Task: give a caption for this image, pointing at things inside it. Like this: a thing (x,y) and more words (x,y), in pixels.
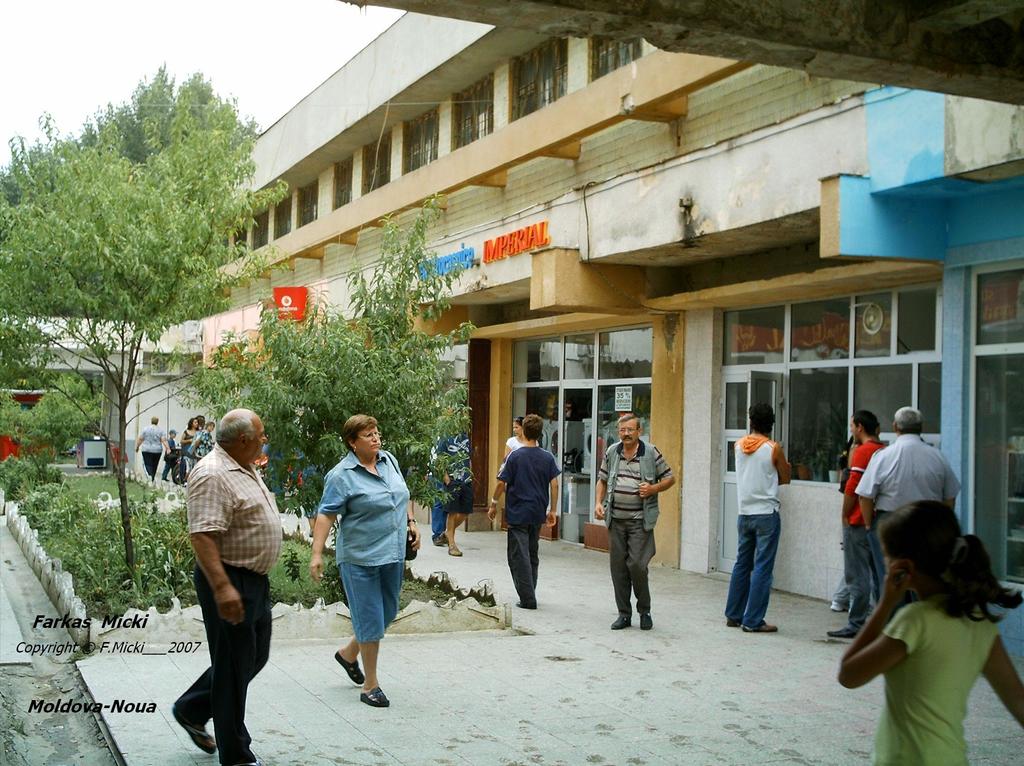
In this picture we can see few trees (223,186) and group of people (750,566), in the background (747,192) we can find few buildings (166,374), in the bottom left hand corner (86,624) we can see some text (107,637).
